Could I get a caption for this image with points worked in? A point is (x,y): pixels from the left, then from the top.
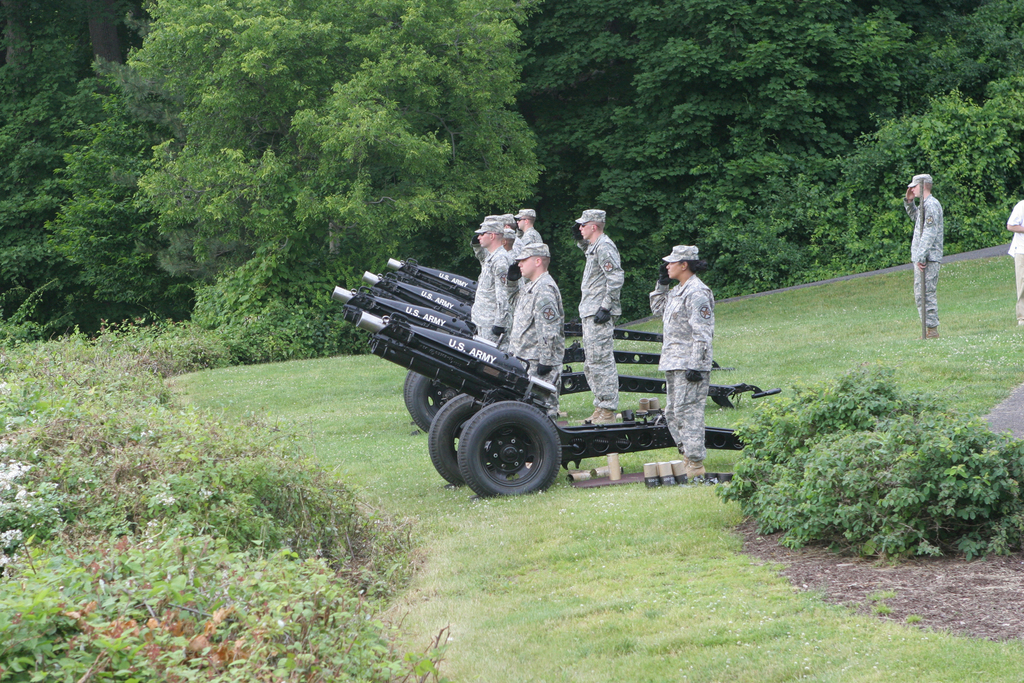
In this picture, we see men (605,295) in the uniform (586,346) are standing. They are saluting. Beside them, we see cannons (465,480). At the bottom of the picture (643,619), we see grass (551,682). On the either side of the picture, we see shrubs (231,553) and trees (896,189). The man (914,185) on the right side (933,327) is holding something in his hand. There are trees (552,185) in the background (463,192).
